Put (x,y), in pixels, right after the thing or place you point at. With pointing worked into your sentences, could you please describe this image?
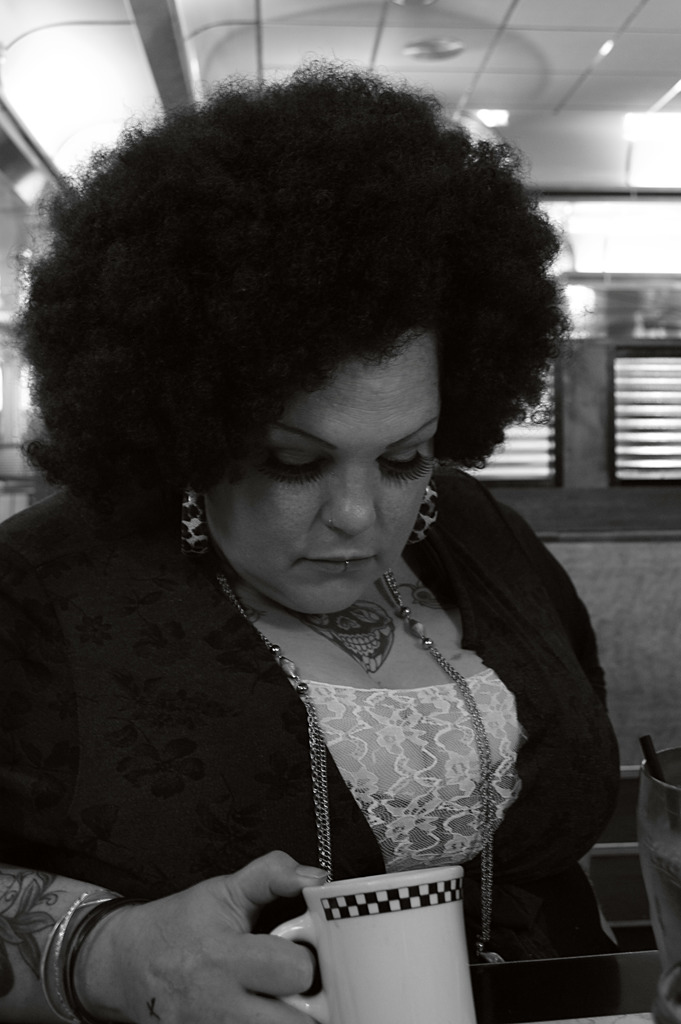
It is a black and white picture taken in a room (563,503) where one woman (477,747) is present and holding a cup (346,951) in her hands (307,884) and behind her there is wall (569,511) with windows (640,307).
